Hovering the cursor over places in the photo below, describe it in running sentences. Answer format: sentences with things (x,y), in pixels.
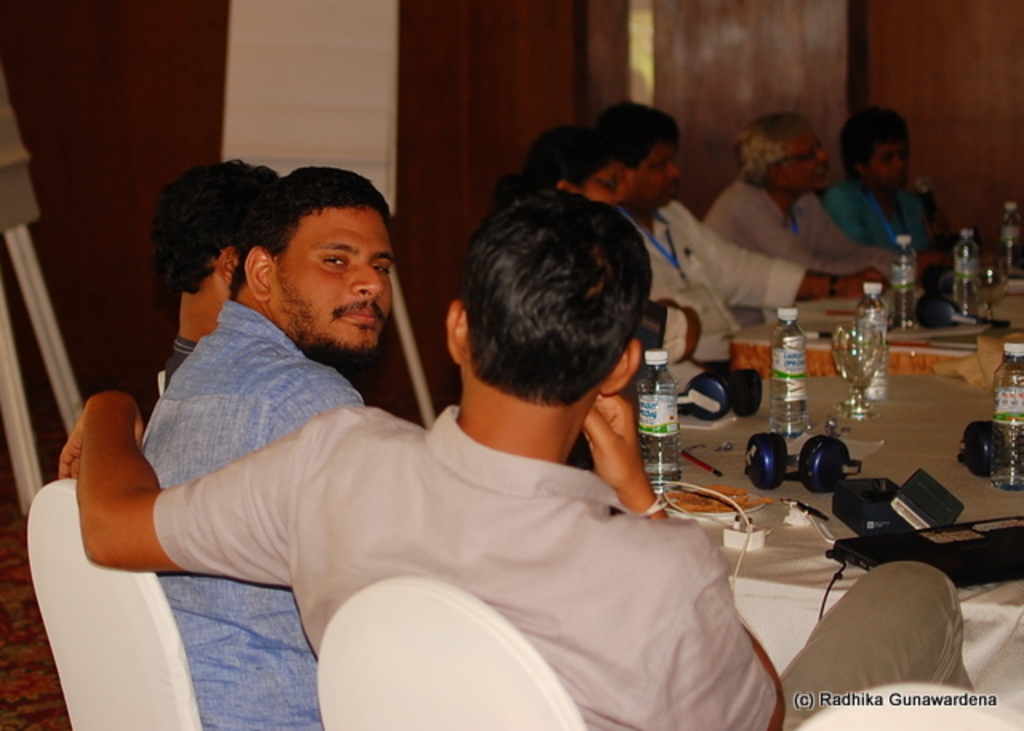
In this picture we can see group of people (298,435) seated on the chair (421,692) in front of them we can see bottles (791,352), headphones (769,466), laptop (965,549), mobile charger (744,534) on the table (940,441).
